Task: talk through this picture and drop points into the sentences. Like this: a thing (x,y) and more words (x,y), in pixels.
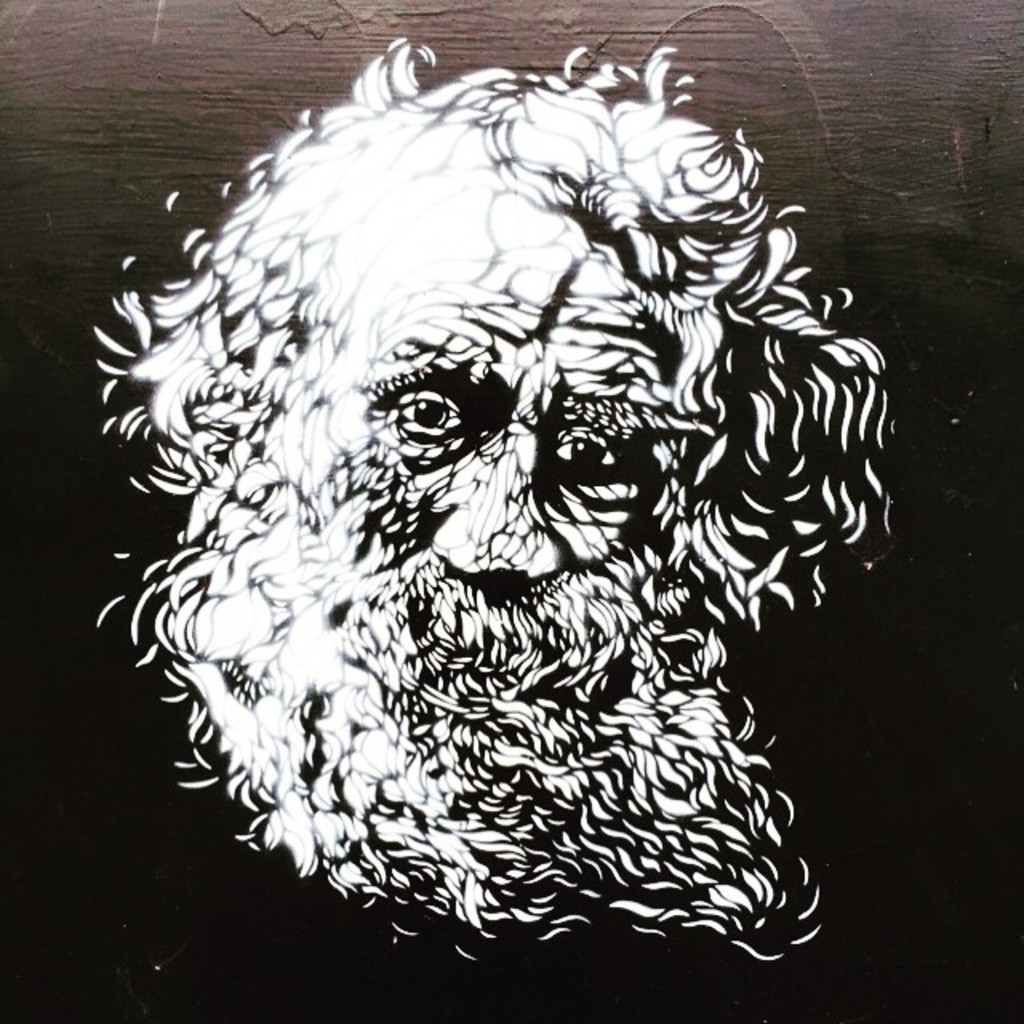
In this picture, we see the illustration (598,479) of the sketch (442,525) of the man (429,670). At the bottom (867,827), it is black in color. In the background (749,112), we see a brown wall (301,70).
